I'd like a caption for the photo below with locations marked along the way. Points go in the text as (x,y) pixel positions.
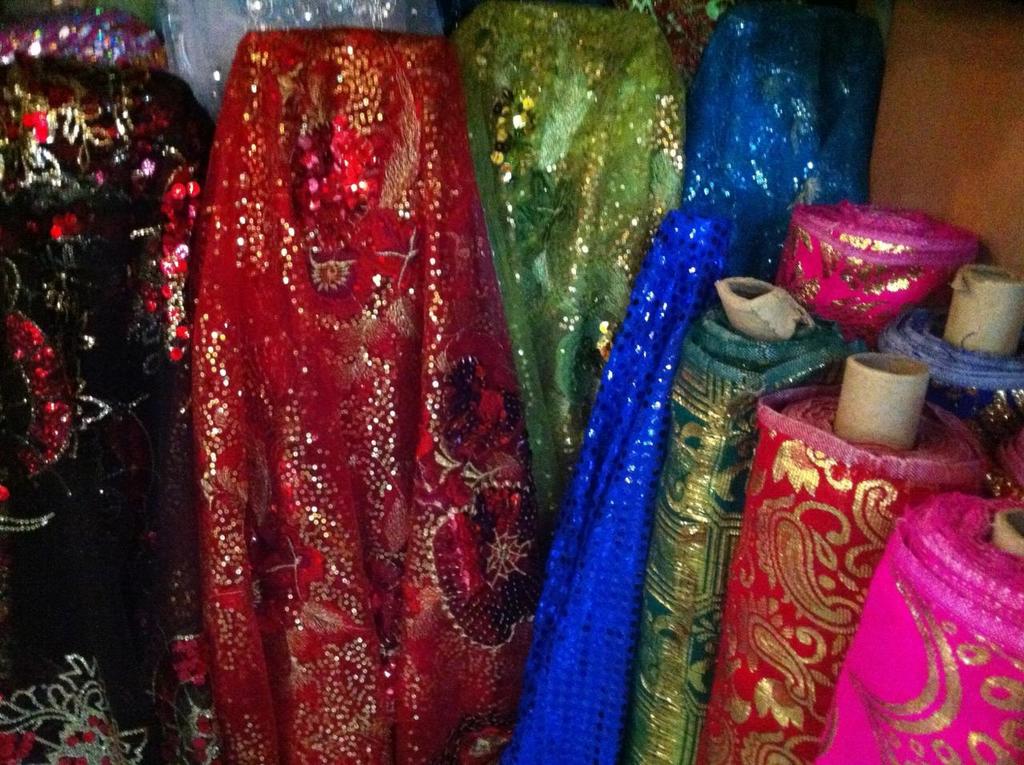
In this image we can see clothes (655,366).
